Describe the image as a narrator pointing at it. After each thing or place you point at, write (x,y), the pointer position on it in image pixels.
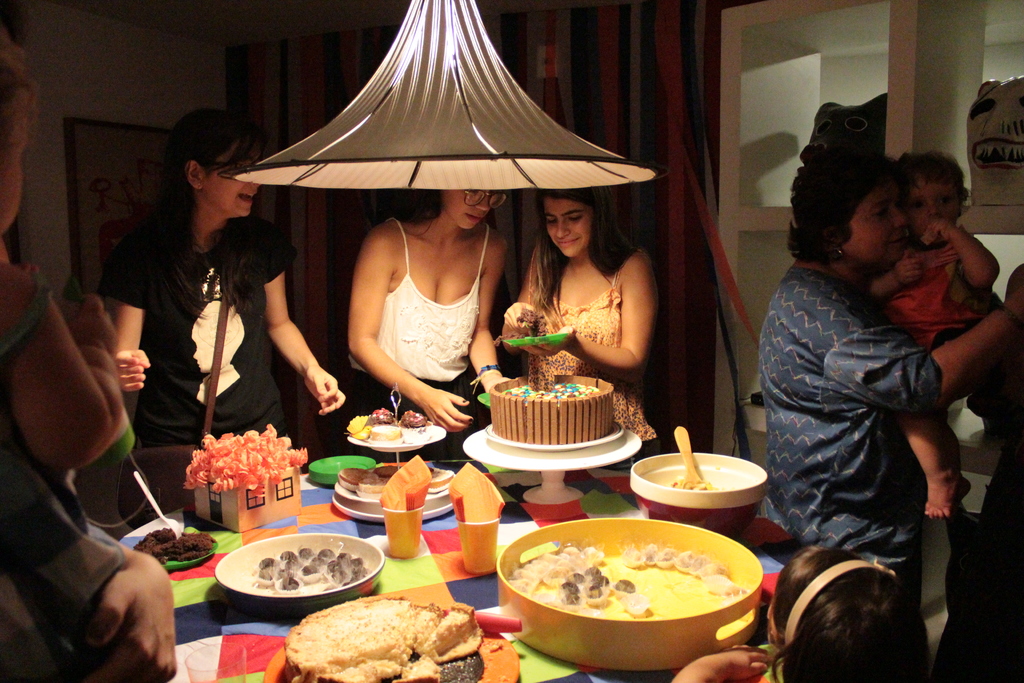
This is a picture taken in a room (156,391), there are group of people (893,346) standing on the floor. In front of this people (823,408) there is a table (203,610) on the table (234,639) there are bowl (305,598), cup (460,534) with tissues (395,491) and some food items (541,415). On top of the table (529,502) there is a lamp (438,111). Background of this people (231,343) there is a curtain (629,78) and wall (170,68).
